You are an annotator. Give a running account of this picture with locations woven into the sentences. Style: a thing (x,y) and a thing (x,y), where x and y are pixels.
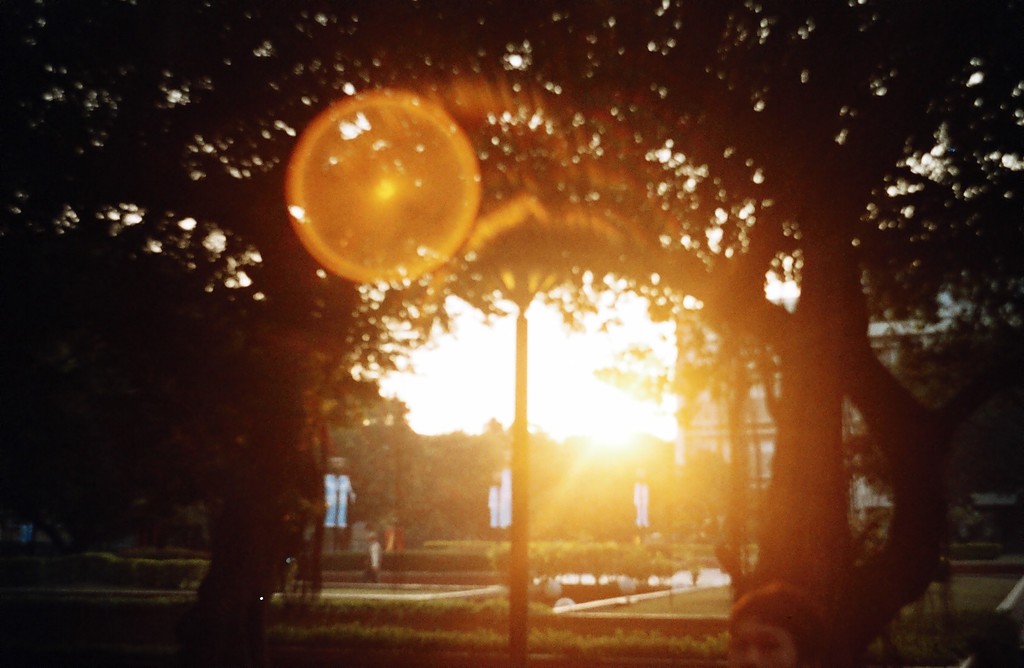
In this image, we can see some trees (240,503) and plants (629,653). There is a pole (522,555) at the bottom of the image (519,621).
